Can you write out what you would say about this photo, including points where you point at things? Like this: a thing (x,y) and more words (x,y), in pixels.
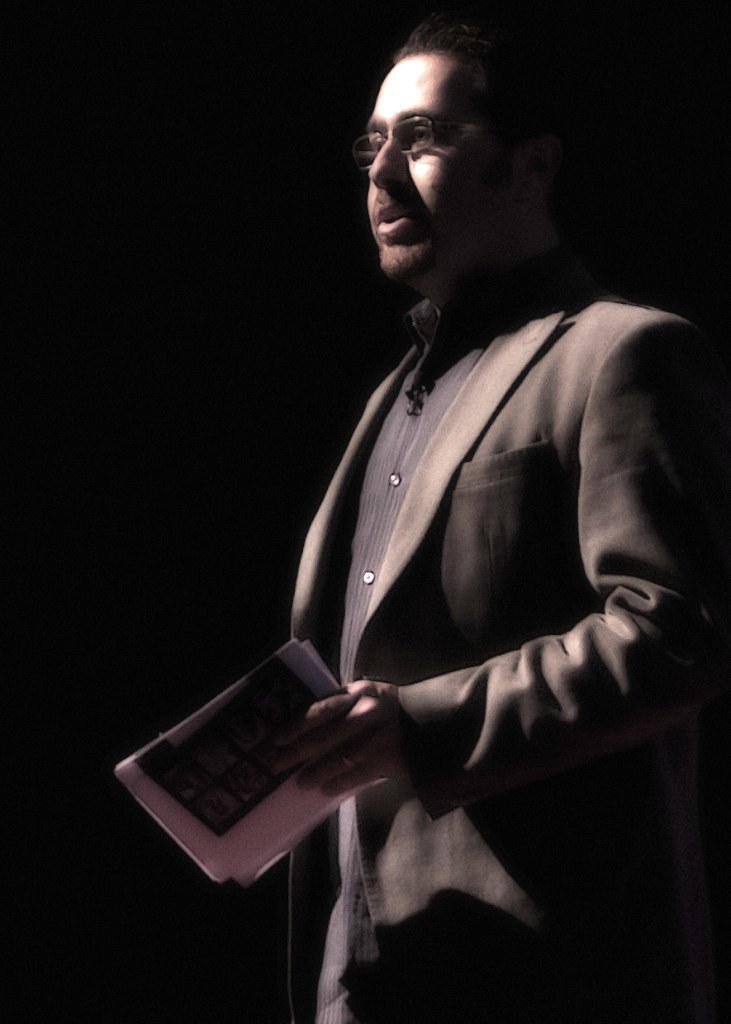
A man (533,997) is standing wearing suit (541,560) and holding papers (242,733) in his hand (342,698). The background (631,187) is black.
